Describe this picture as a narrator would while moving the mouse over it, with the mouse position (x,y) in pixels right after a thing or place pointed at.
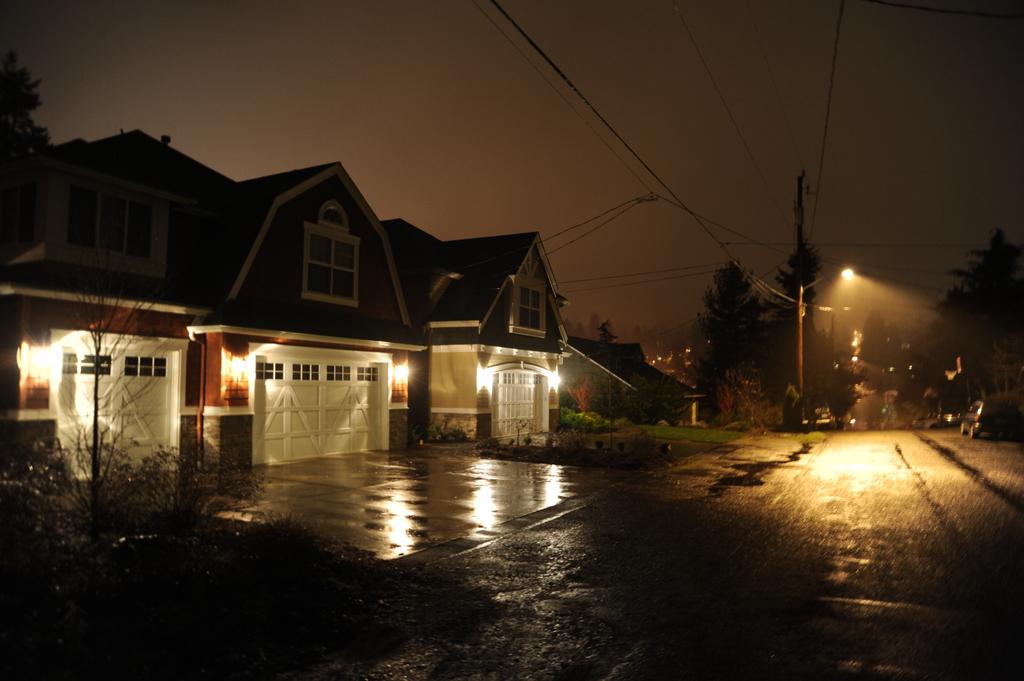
In this image there is a road (844,478) at the bottom (788,485). There are buildings (180,294) and trees (93,306) in the left corner (157,440). There are vehicles (1001,425) and trees (965,392) in the right corner (1016,413). There are trees (968,303) in the background (715,295). And the sky (932,64) is dark at the top (571,216).
